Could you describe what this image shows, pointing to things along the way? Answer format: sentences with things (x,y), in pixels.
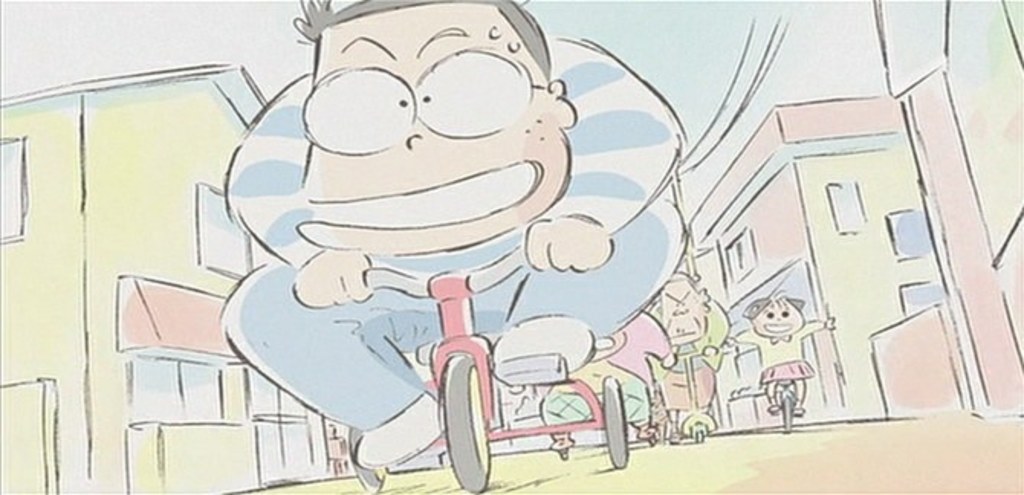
In the image there is a drawing (413,310) of two kids (349,321) and an old woman (685,382) riding bike (622,469) on the road (790,461) with buildings (941,260) on either side.
